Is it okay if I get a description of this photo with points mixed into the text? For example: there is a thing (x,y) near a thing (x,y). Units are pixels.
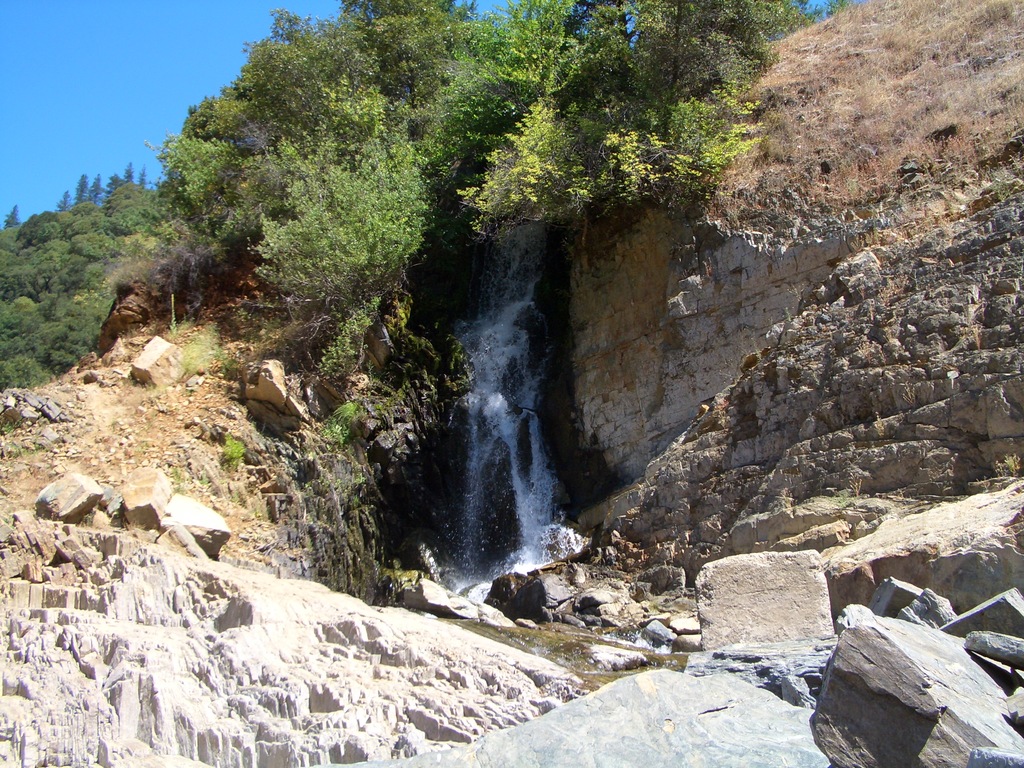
In the image we can see the waterfalls (502,263) and the rocks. Here we can see trees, stones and the sky (97,118).
